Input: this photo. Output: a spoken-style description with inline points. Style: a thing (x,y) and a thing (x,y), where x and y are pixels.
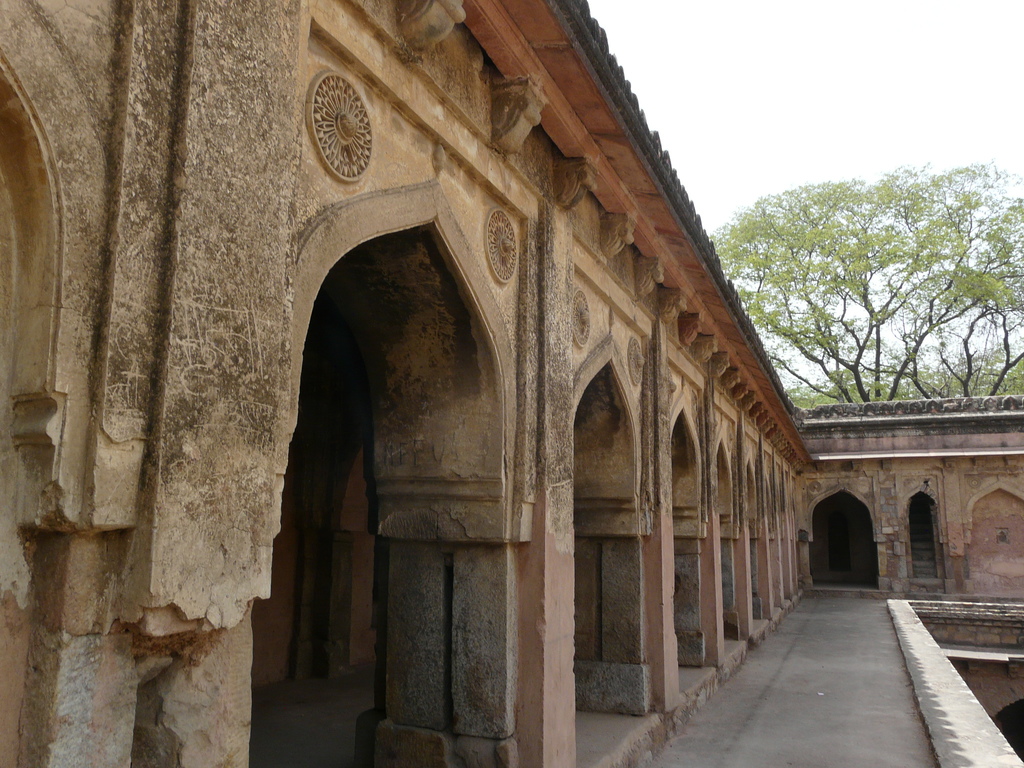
In this image, we can see some arches (757,536) with some sculptures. We can also see the wall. We can see some trees (1001,291) and the sky (782,34).
